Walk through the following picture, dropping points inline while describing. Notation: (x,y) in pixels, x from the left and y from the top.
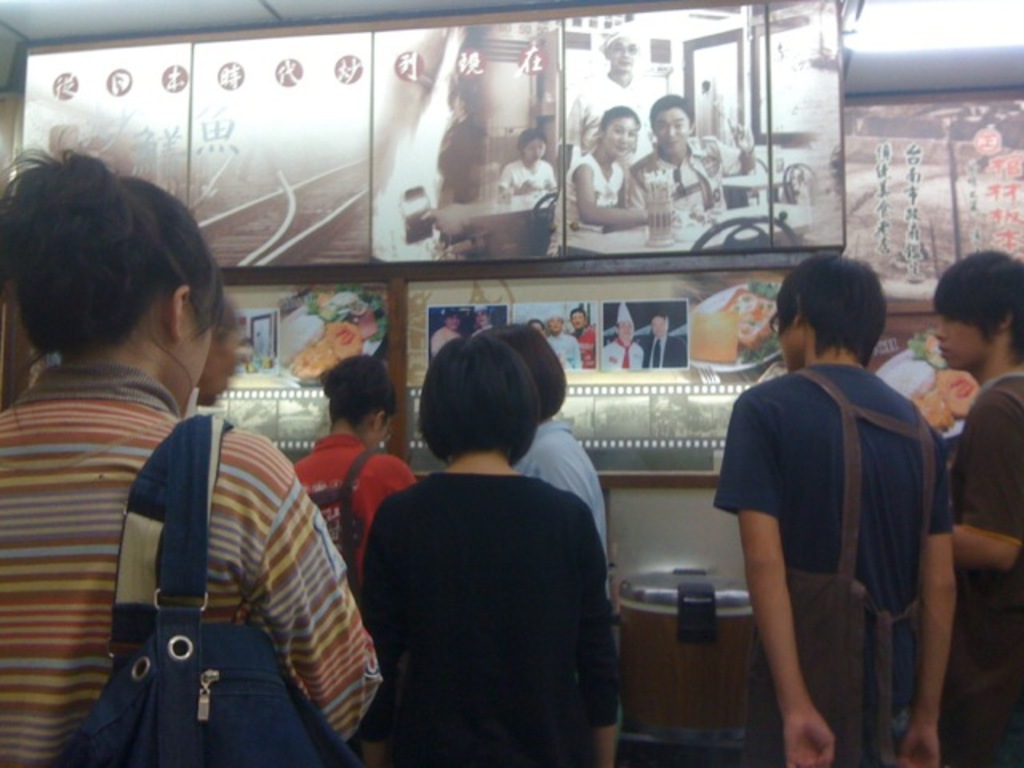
In the center of the image (379,380) we can see many persons (582,515) standing on the floor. In the background (935,344) we can see an advertisements (572,137), persons photographs (442,309) and wall (675,498).
